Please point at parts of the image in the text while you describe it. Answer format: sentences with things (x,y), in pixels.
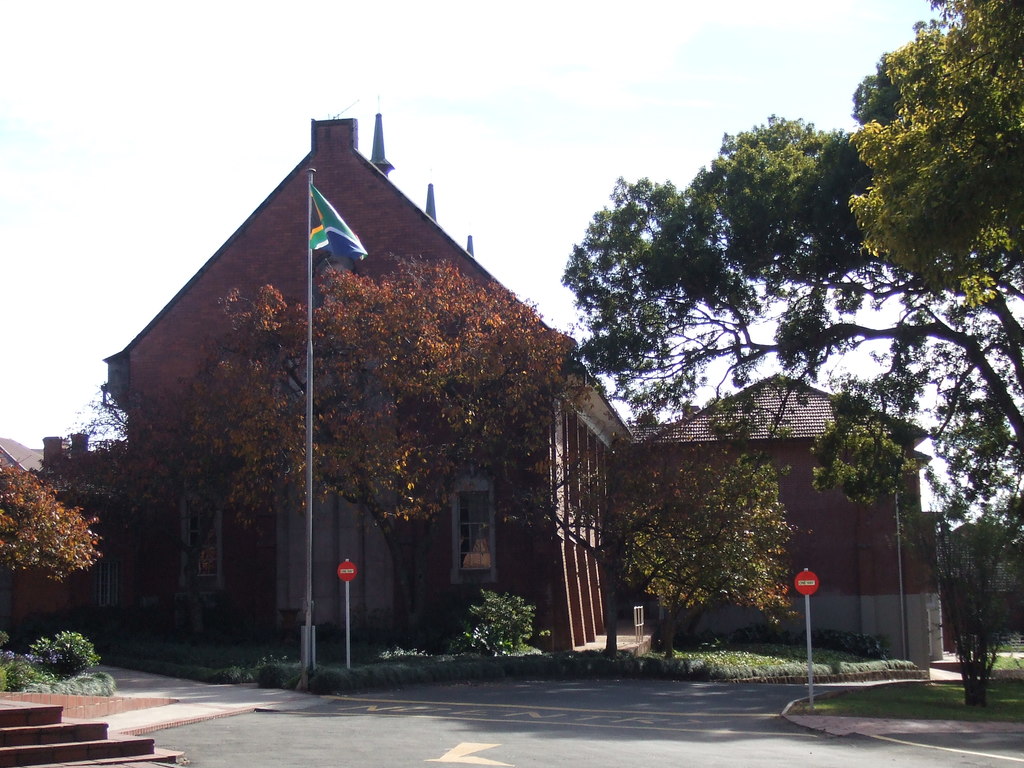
In this image there are trees (525,491) in the front (883,455) and in the background (795,534) there are buildings (879,510) and the sky (386,76) is cloudy. In front of the building (324,272) there is a flag (334,236) in the center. There is grass (754,673) on the ground (766,702).
